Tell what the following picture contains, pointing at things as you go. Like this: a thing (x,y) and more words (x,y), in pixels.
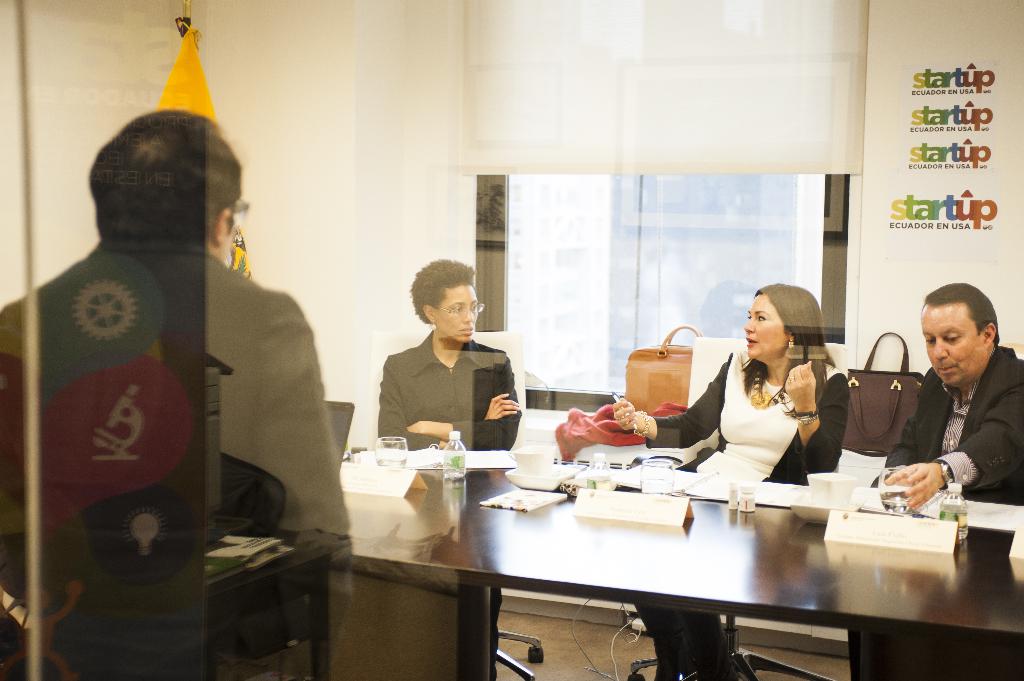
There are 2 women (655,432) and 2 men (907,454) in this room (828,332). On the right (781,395) 2nd woman (778,404) is sitting and talking. We can also see a table (738,589). On the table (834,566) bottles (957,519), papers (786,500), glasses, etc. In the background (898,395) there is a window (768,198), curtain (752,163), wall (272,90) and handbags (874,427).
